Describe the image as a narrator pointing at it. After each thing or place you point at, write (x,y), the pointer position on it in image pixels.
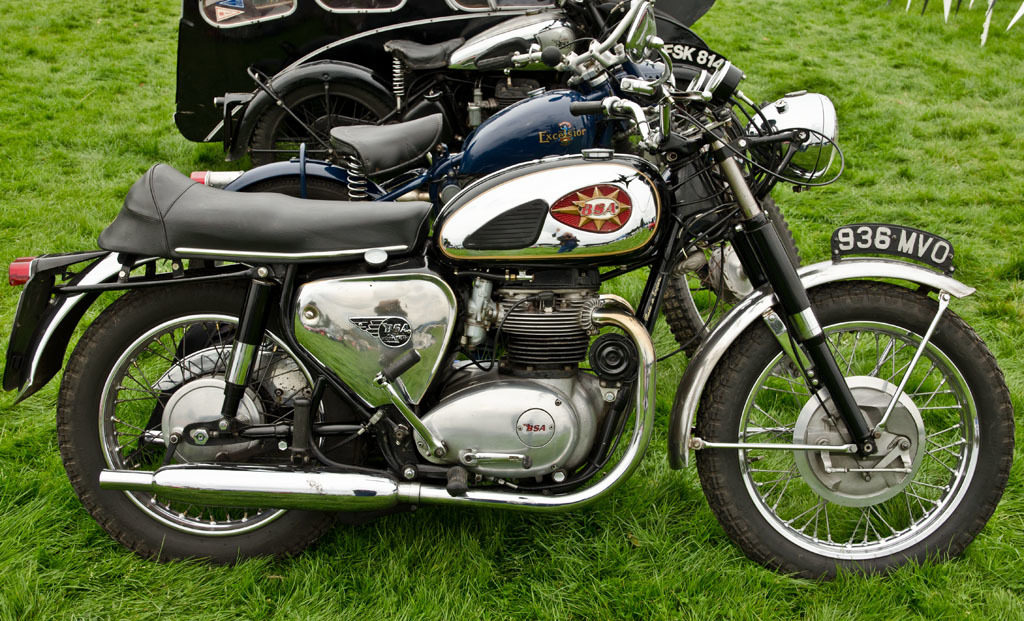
In this image we can see three bikes (685,214) on the grassy surface (890,128).
